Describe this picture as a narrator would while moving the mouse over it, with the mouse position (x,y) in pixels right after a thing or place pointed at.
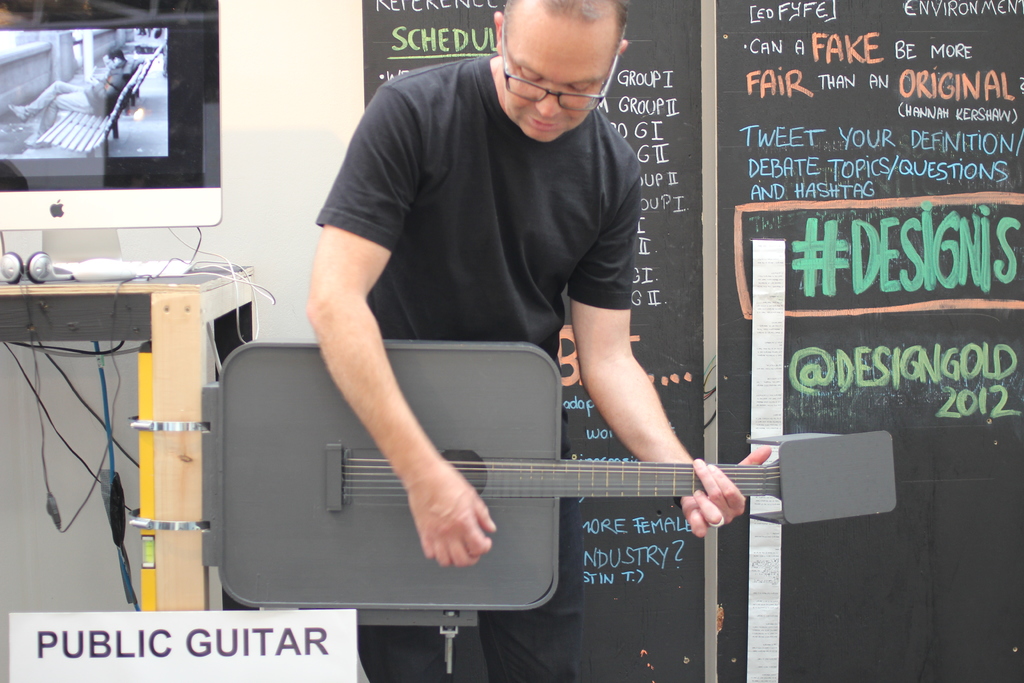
There is a person (418,88) standing in the center (663,423) and he is playing a guitar (524,547). Here we can see a computer (177,171) which is placed on this table (149,298) which is on the left side (186,342).
